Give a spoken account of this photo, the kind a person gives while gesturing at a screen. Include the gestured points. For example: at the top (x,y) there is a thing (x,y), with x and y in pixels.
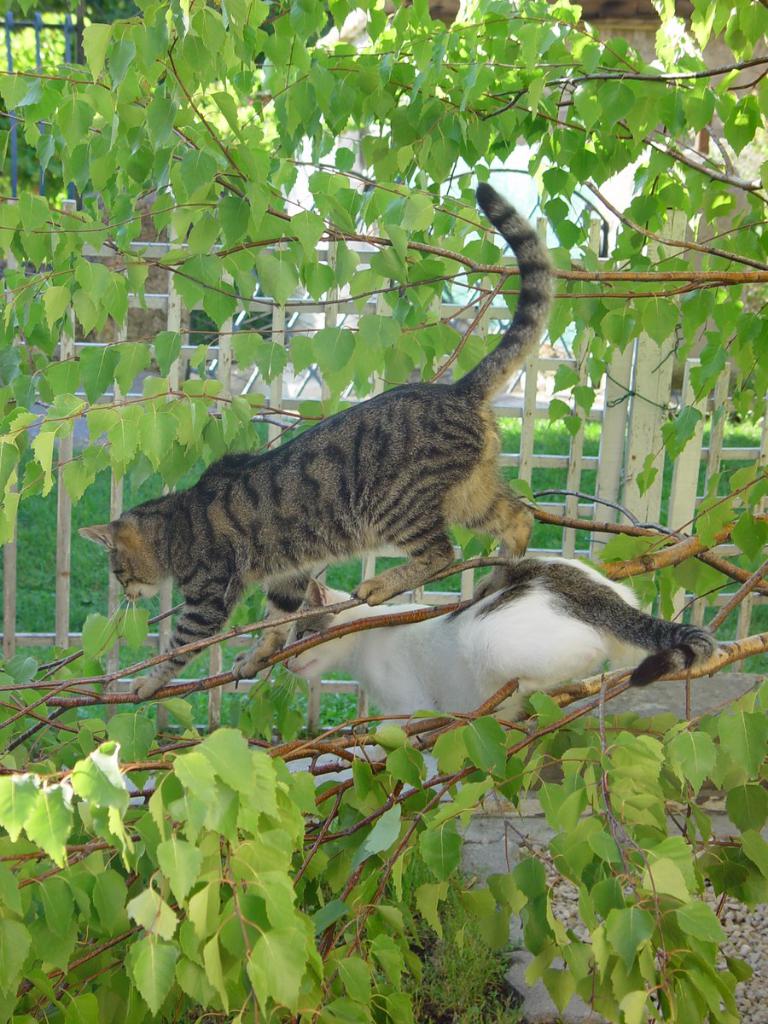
There are two cats (564,664) on the branches (571,695) of a tree (312,1010). In the background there is a fence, grass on the ground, poles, trees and an object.
